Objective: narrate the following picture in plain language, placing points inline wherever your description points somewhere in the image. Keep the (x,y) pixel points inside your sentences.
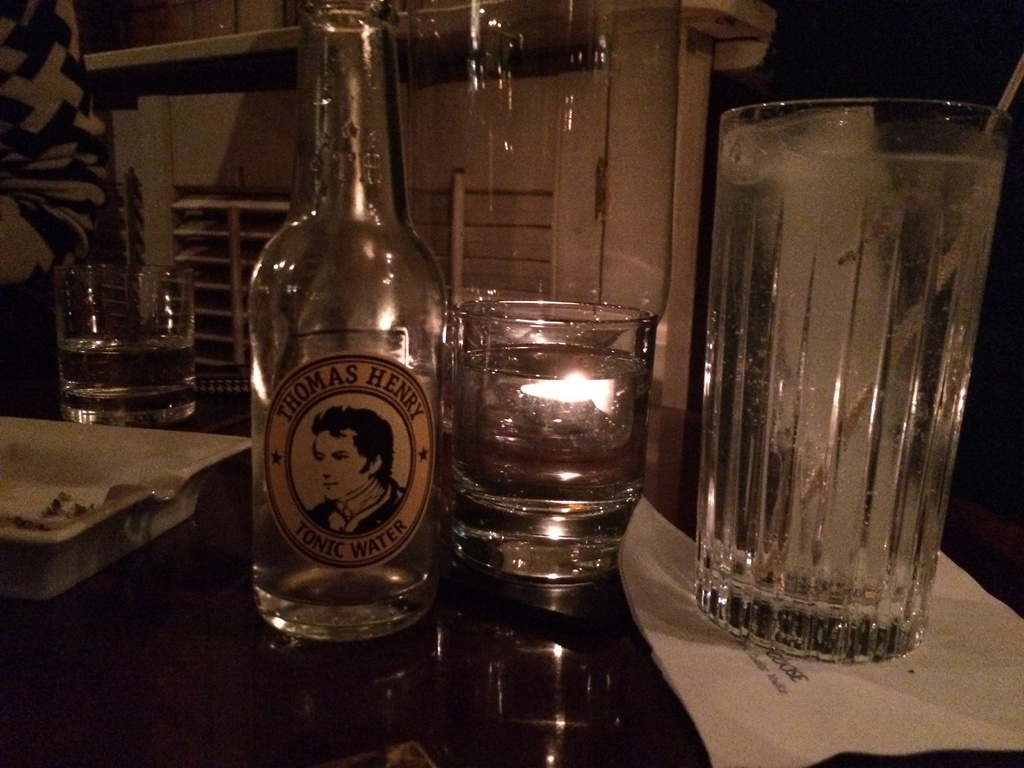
This is a table (495,679) where glass bottle (399,383), tumblers (550,419), tray (114,433), papers (745,696) are placed on it. At the left corner of the image (24,255) I can see a hand (35,249) of the person (67,160). At the background (180,176) I think it is a door (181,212) which is white in color.
